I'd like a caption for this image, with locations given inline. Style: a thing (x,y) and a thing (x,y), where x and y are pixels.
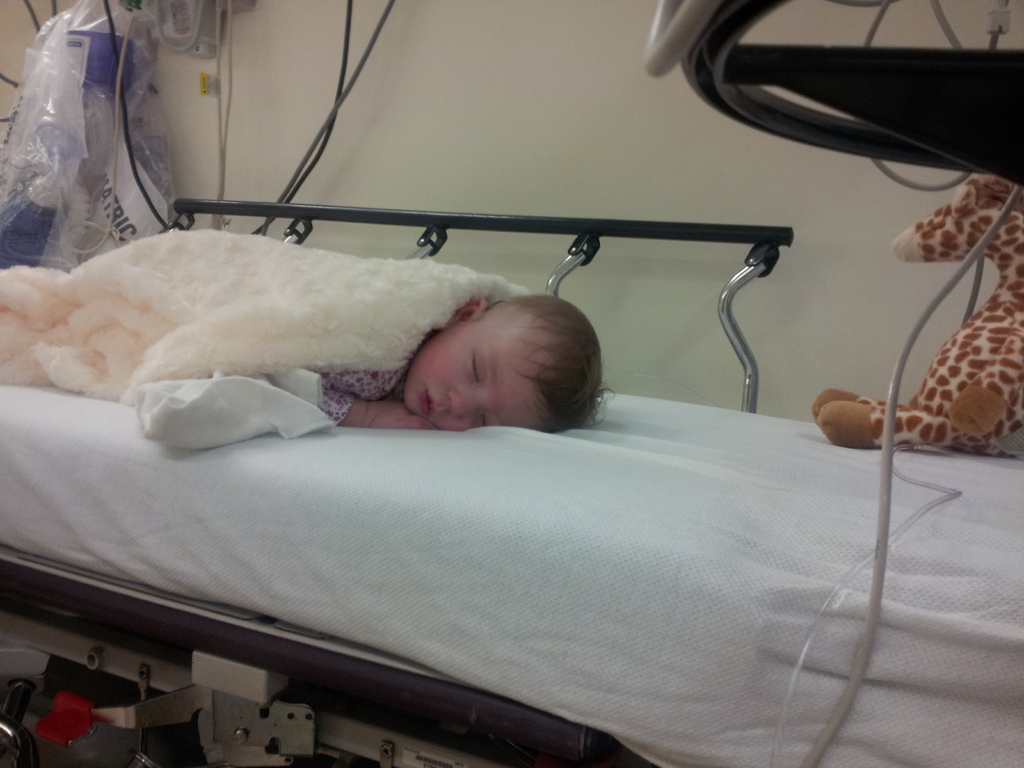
In this image I can see a baby (451,320) is sleeping on bed (424,460), toy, blanket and wire (877,572). In the background (462,120) I can see a wall (433,134), covers (139,40) and metal rods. This image is taken may be in a room (380,489).
